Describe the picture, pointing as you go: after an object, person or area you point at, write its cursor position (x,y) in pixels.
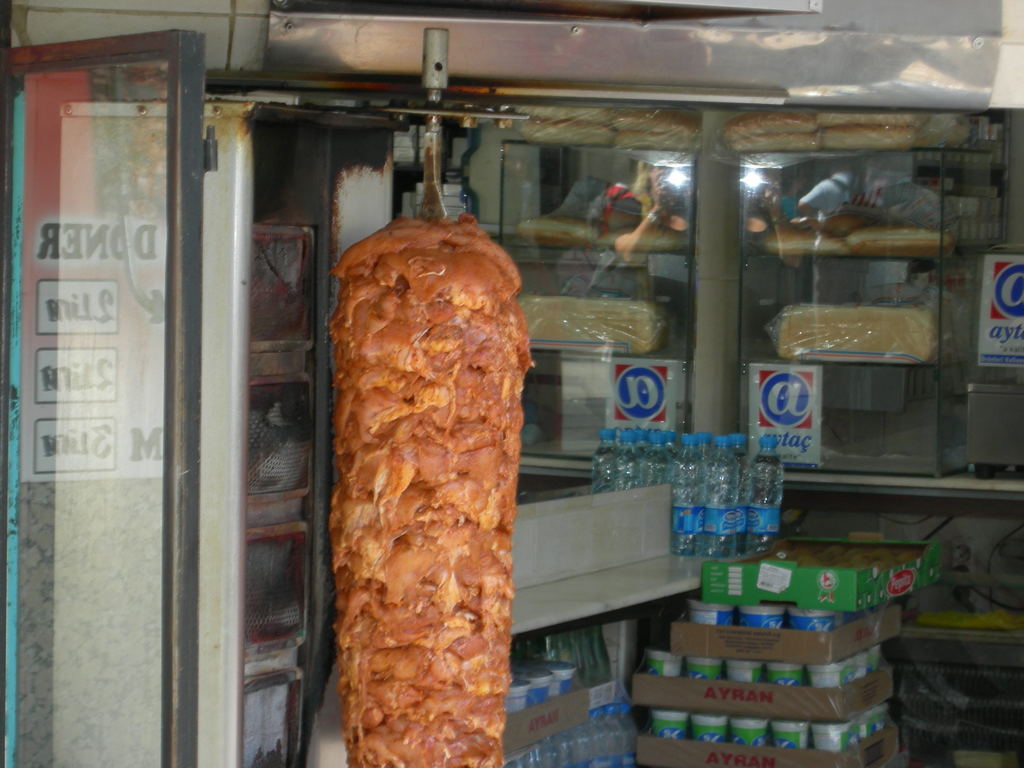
In this image I can see a metal object (444,51) onto which meat (418,452) is being arranged for shawarma (351,545). I can see a glass cupboard (595,226) in which I can see bread (636,142). I can see water bottles (726,549) and other beverages (646,673) in cartons (558,713). On the left hand side (128,90), I can see a glass door (139,80) on which I can see the reflection (38,238) of a poster (65,324) with some text (61,352).
